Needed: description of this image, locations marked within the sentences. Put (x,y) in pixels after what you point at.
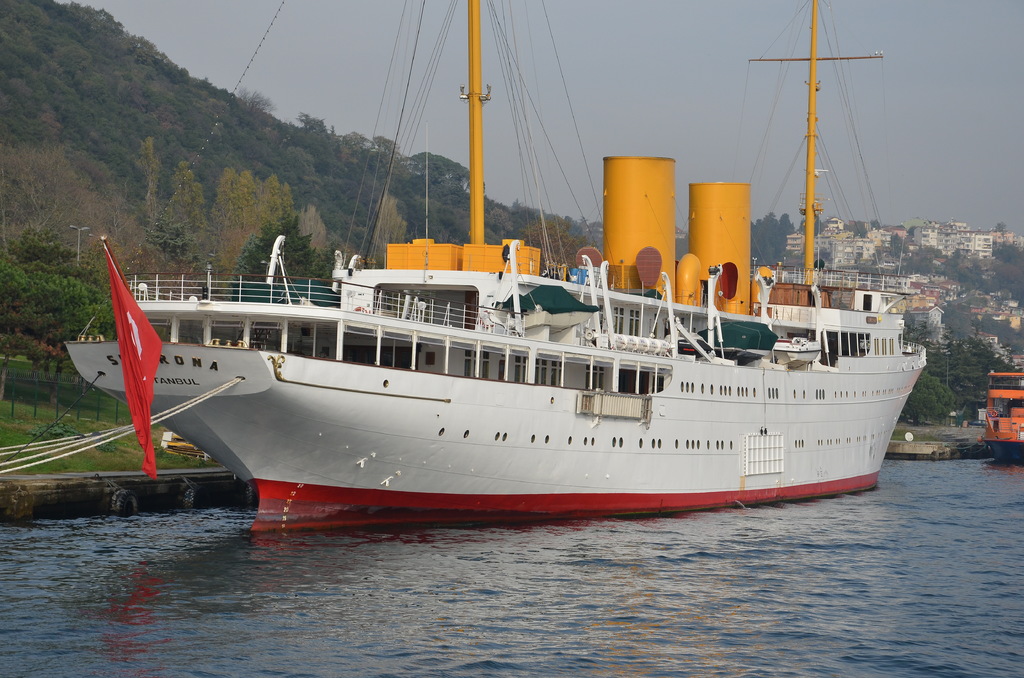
In the picture we can see a ship (663,426) in the water (886,486) which is white in color and to it we can see a flag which is red in color and on the top of the ship (803,411) we can see two poles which are yellow in color with wires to it and behind it we can see another ship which is orange in color and beside the ship (857,491) we can see some plants (56,126) on the hill slope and some trees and behind the ship (779,491) we can see some buildings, trees (251,251) and sky (818,140).
